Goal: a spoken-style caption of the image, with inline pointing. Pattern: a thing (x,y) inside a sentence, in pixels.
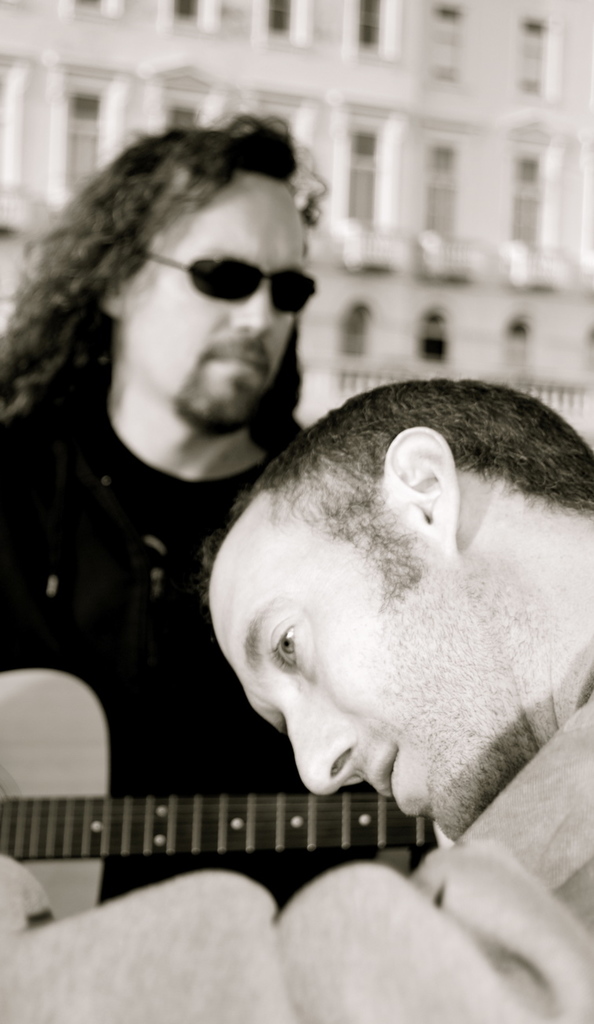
In this image i can see 2 persons (276,546) and the person (204,166) in the back (144,500) is holding a guitar (102,785). In the background (425,221) i can see a building (434,199).
